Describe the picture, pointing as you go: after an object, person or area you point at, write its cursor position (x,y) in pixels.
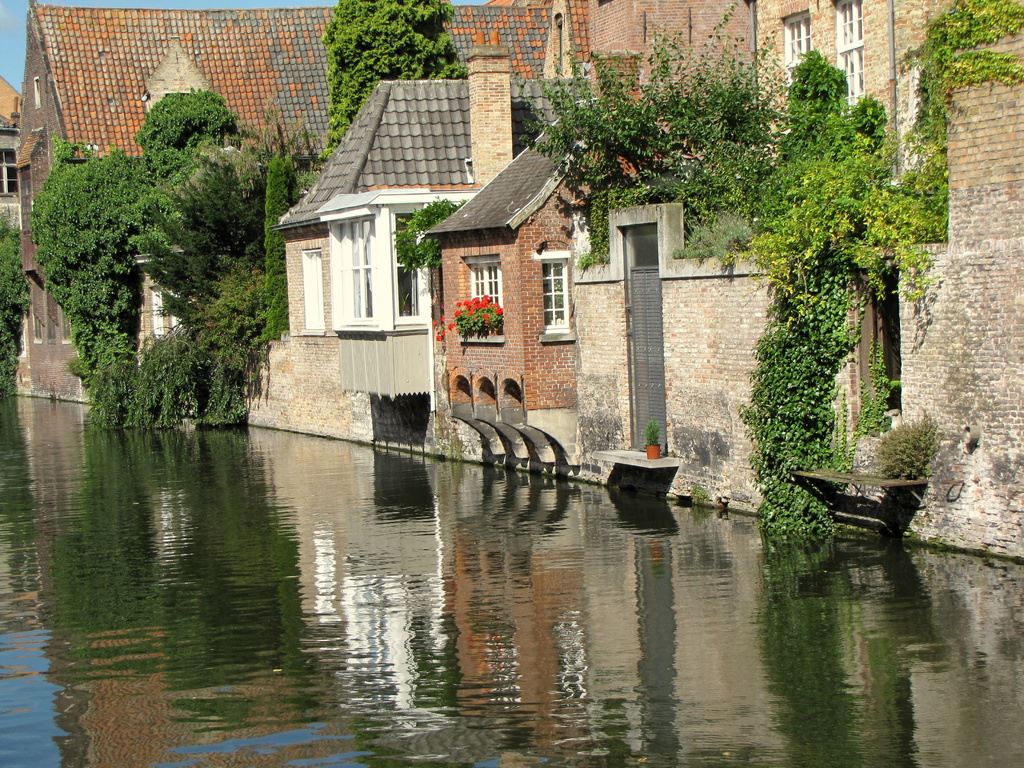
In this image there is a building (962,387) with windows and some climbers (120,302) on it, beside that there is a lake (299,711).
